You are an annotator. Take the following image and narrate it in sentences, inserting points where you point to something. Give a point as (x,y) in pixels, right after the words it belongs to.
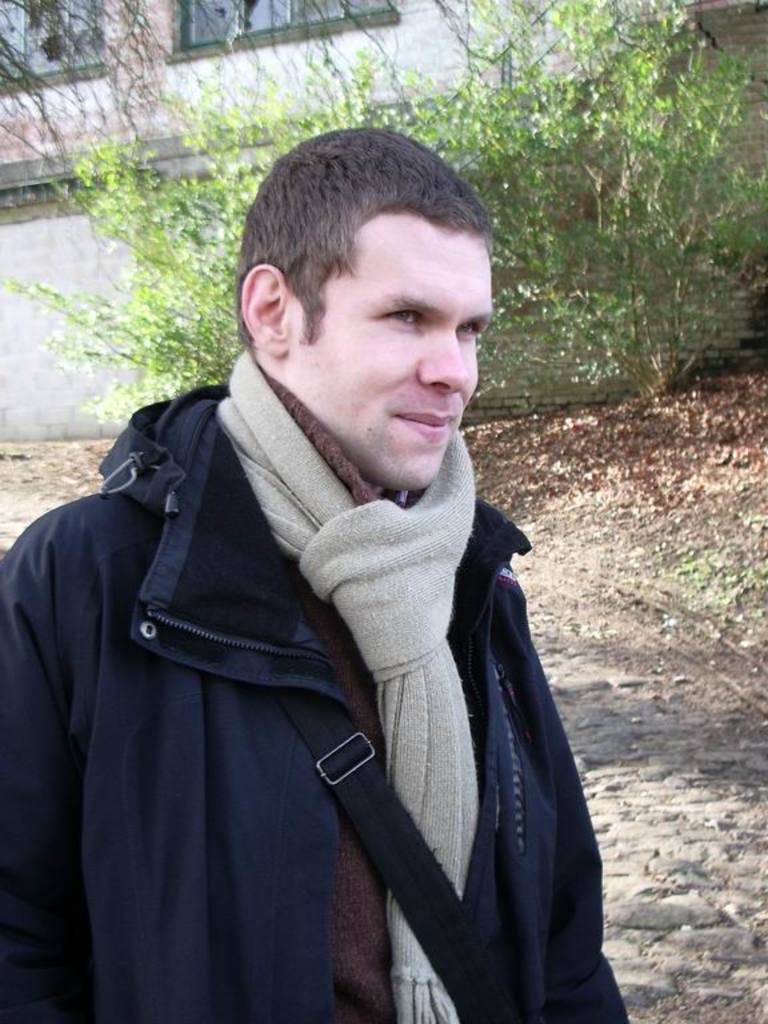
In this image we can see a person (342,614). Behind the person (432,484) we can see a wall (148,163) of a building (625,387) and a few plants (667,275). In the top left (226,8), we can see the windows (178,1).
